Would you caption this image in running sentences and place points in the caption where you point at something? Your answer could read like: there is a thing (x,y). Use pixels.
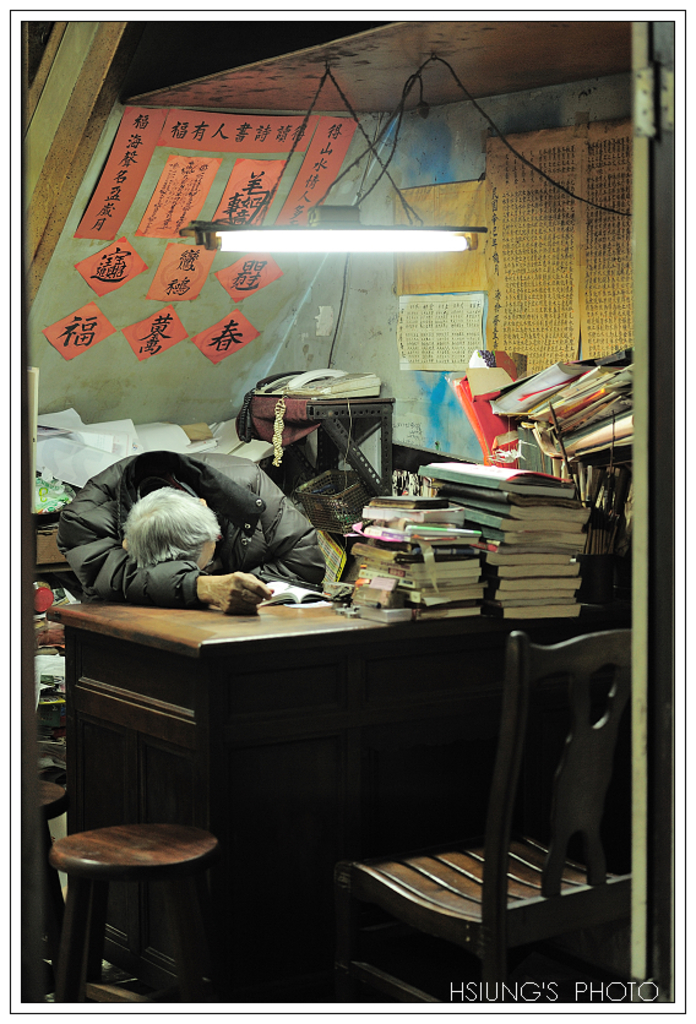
This picture shows a man (114,599) laying on the table (167,633) and we see telephone (248,410) and a light (447,242) and few books (550,535) on the table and we see a couple of chairs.
